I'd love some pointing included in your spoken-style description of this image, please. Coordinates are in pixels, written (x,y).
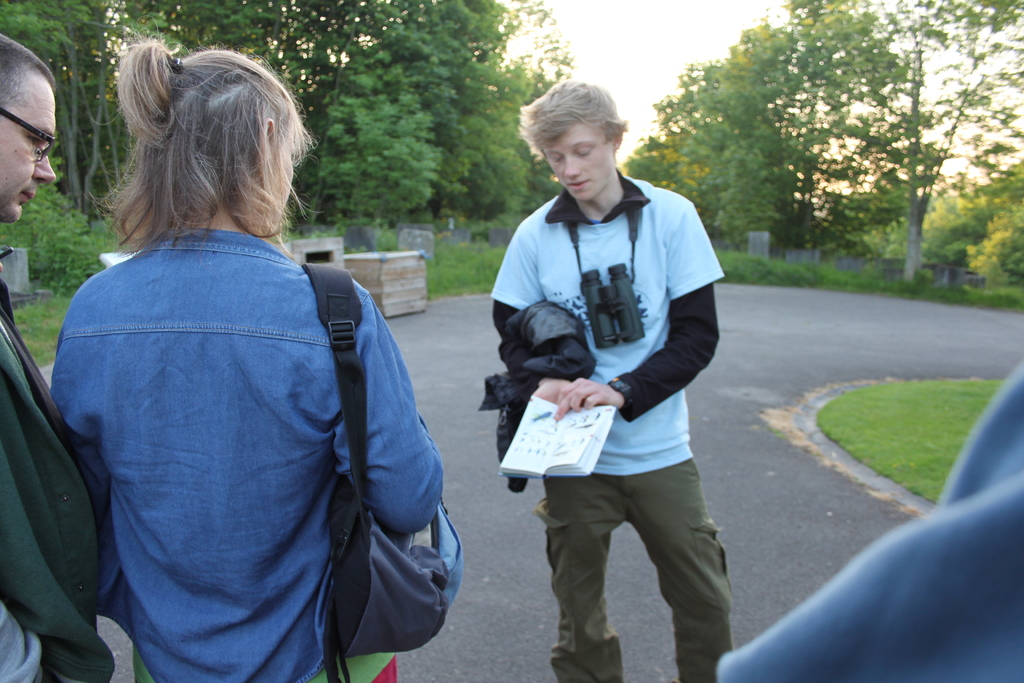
In this image we can see people (434,449) standing on the road (477,491) and one of them is wearing binoculars (608,289) around the neck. In the background (513,194) we can see trees (768,141), grave stones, grass (479,272) and sky (623,105).
